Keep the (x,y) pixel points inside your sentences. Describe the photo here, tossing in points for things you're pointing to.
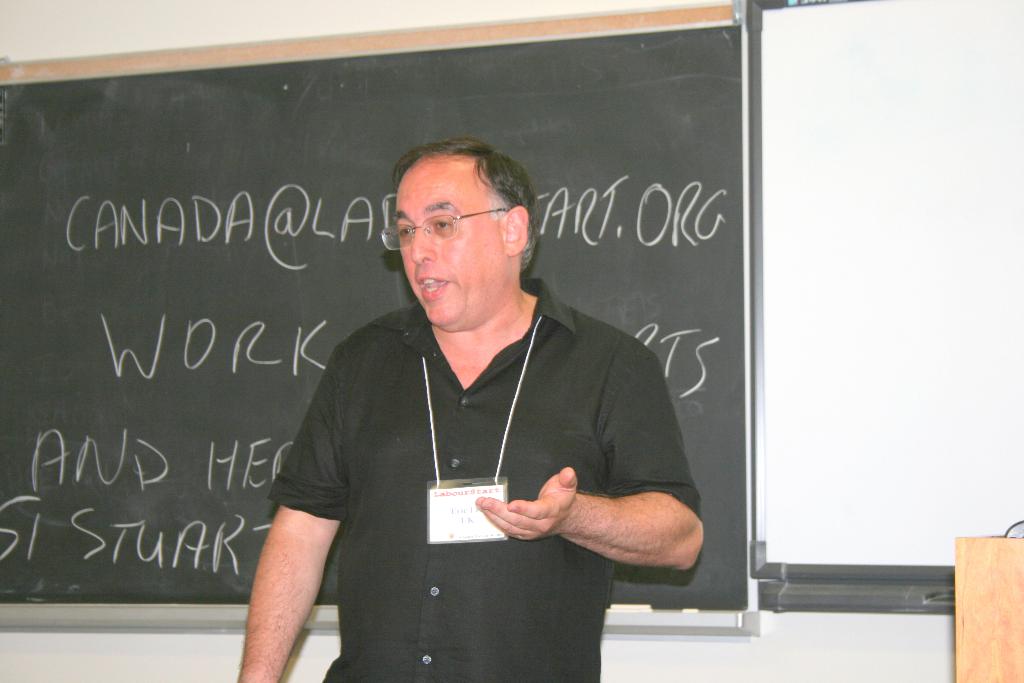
This picture shows a man (395,432) standing and speaking. He wore a ID card (493,492) and we see a blackboard (591,189) and a white board (847,50) on the side and we see a podium (1013,605) and some text (237,556) written on the blackboard (92,216).
